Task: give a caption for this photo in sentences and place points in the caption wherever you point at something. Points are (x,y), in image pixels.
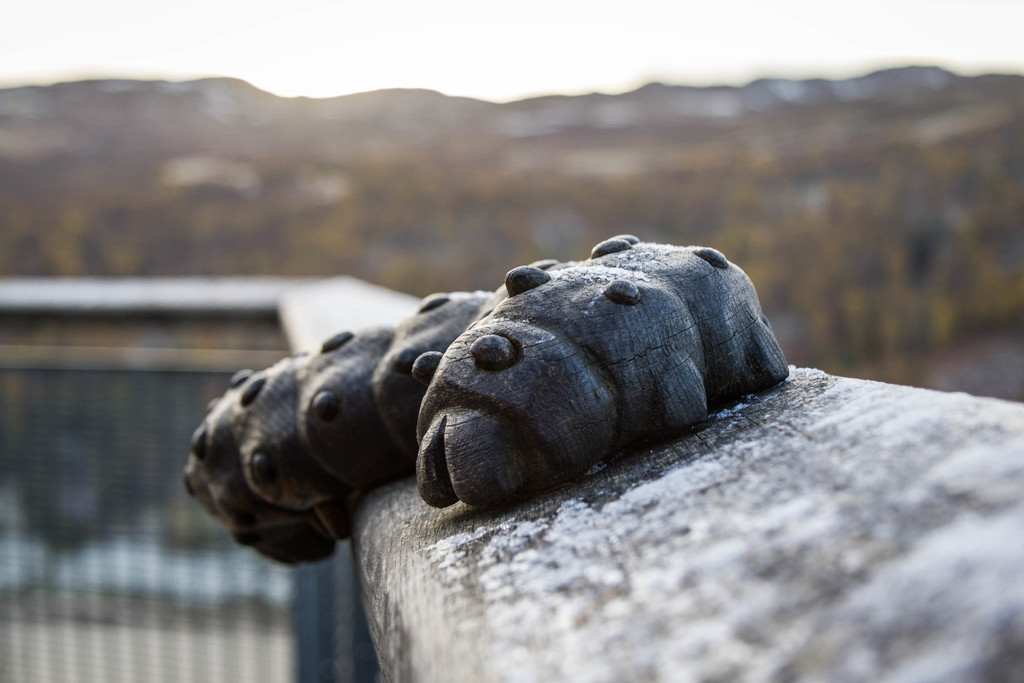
There is an object (571,434) placed on the fence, this is a sky (450,20) and plant (823,290).
